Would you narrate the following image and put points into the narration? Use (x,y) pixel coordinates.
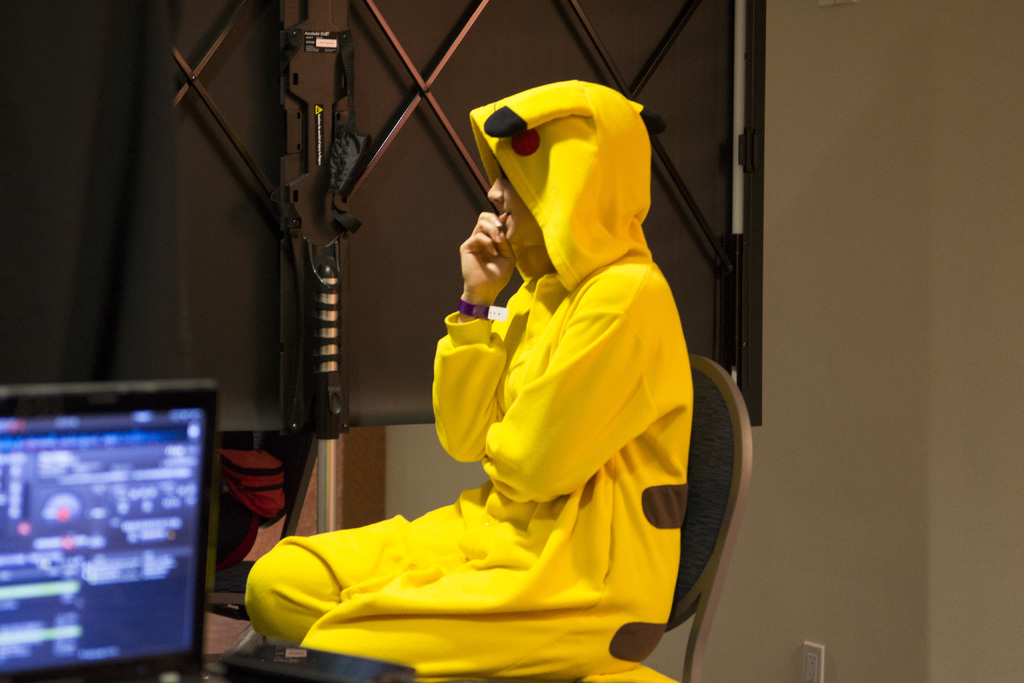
In this image we can see a person (560,369) sitting on a chair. On the backside (859,549) we can see a board (350,298) on a stand (330,518), a bag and a switchboard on a wall (787,499). On the left side (172,413) we can see a laptop (188,392).
